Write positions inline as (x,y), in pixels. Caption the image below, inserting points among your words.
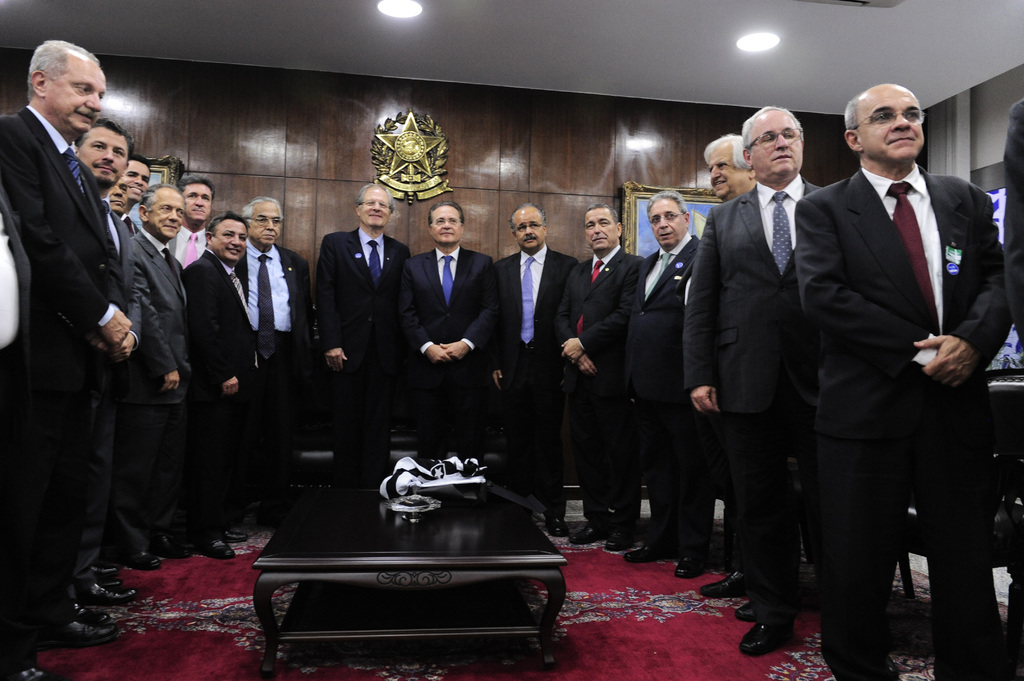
At the bottom of the image (387,605) there is a stand (409,559) and a decor (427,504) placed on the stand (392,520). There is a carpet (467,660). In the center (420,415) we can see people (425,360) standing. In the background (568,178) there is a wall (540,181) and a wall decors (438,159) placed on the wall (467,149). At the top (390,18) there are lights (751,46).
